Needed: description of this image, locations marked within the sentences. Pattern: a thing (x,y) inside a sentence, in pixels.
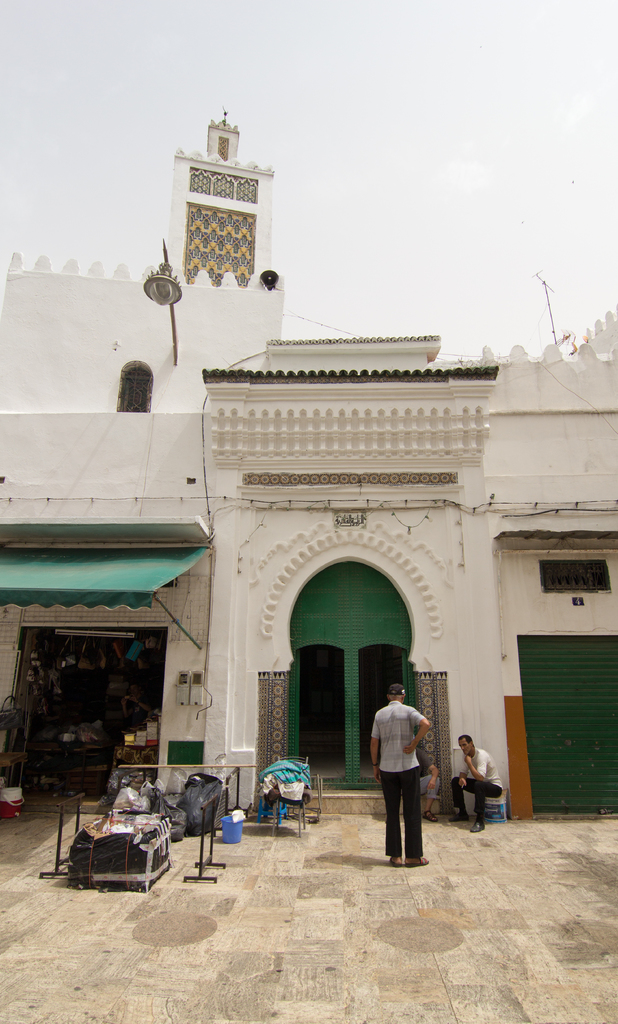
In this picture there is an arch (404,590) in the center of the image (342,679) and there are shops (95,717) on the right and left side of the image (22,642), there are men (407,845) in the image and there is a lamp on the wall (224,585), there are boxes (88,839) outside the shop (177,538) in the image.
